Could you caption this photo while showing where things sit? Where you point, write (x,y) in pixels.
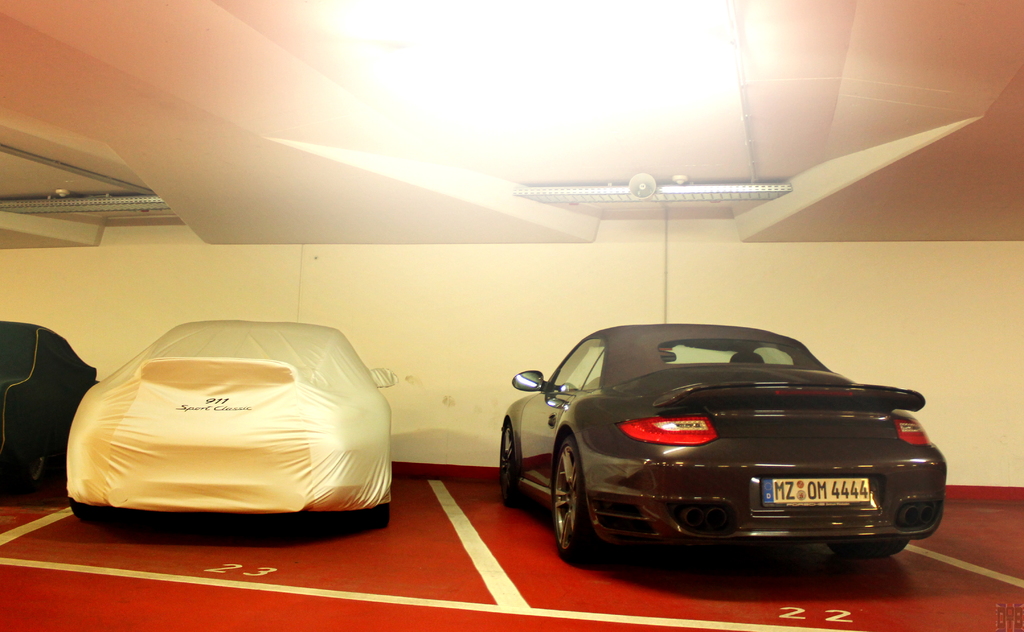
In this image we can see cars (150,376) on the floor (455,582), a car (195,406) is covered with a cover (171,401) and there are metal rods (574,193) to the ceiling (470,137) and a speaker (638,194) attached to the rod (670,195).
